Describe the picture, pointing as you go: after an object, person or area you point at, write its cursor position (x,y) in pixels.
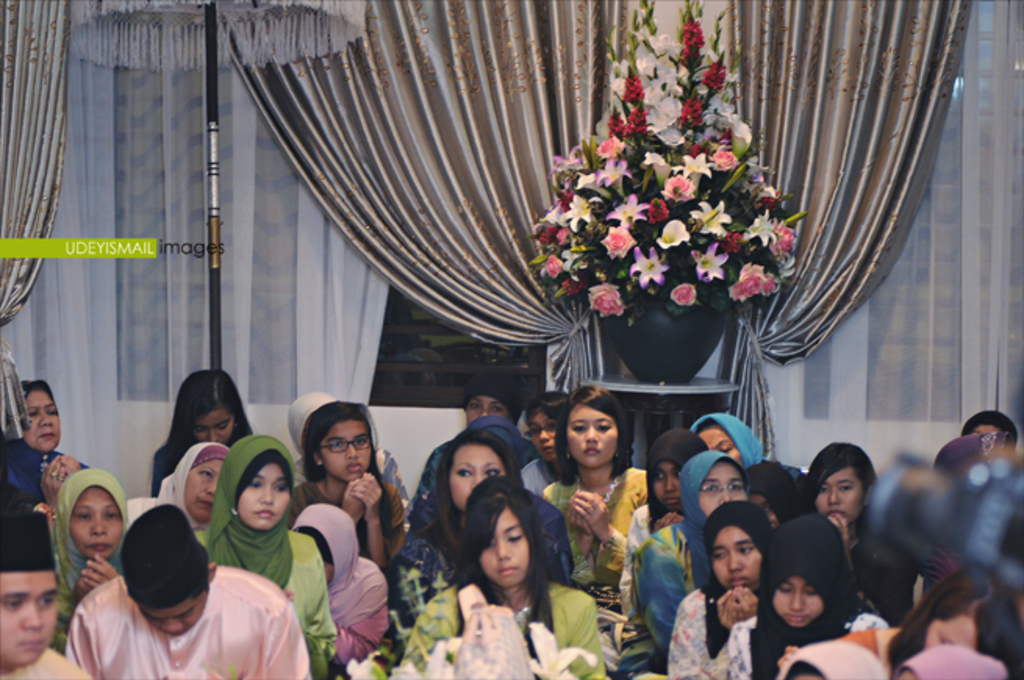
In this picture we can see a group of people (322,513). Behind the people (446,458), there are curtains (345,363), a glass window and there is a stick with an object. There is a flower vase (621,251) on the table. On the left side of the image (179,254), there is a watermark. At the bottom of the image (422,679), there is an object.
